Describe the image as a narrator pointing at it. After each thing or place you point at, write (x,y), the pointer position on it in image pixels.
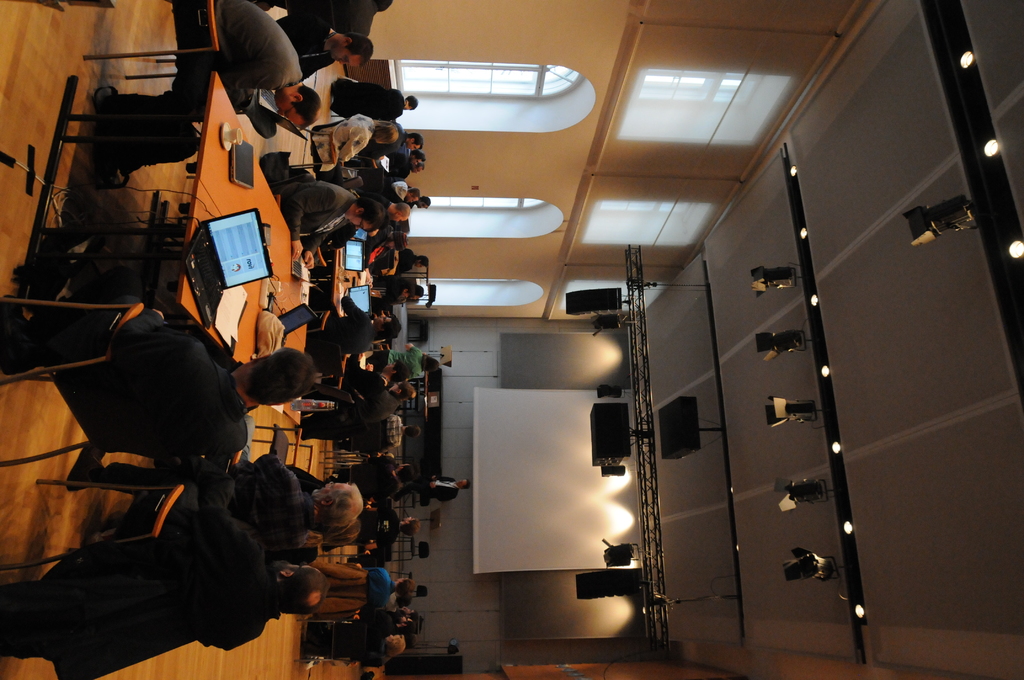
In this image I can see a group of people (334,417) sitting on the chairs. I can see laptop (244,236), papers (230,304), cup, saucer (229,145) and some objects (268,324) on the table (277,277). I can see white color screen (519,439) and ash color wall (482,383). We can see building (627,139) and windows (510,90). Top I can see lights (775,286).
